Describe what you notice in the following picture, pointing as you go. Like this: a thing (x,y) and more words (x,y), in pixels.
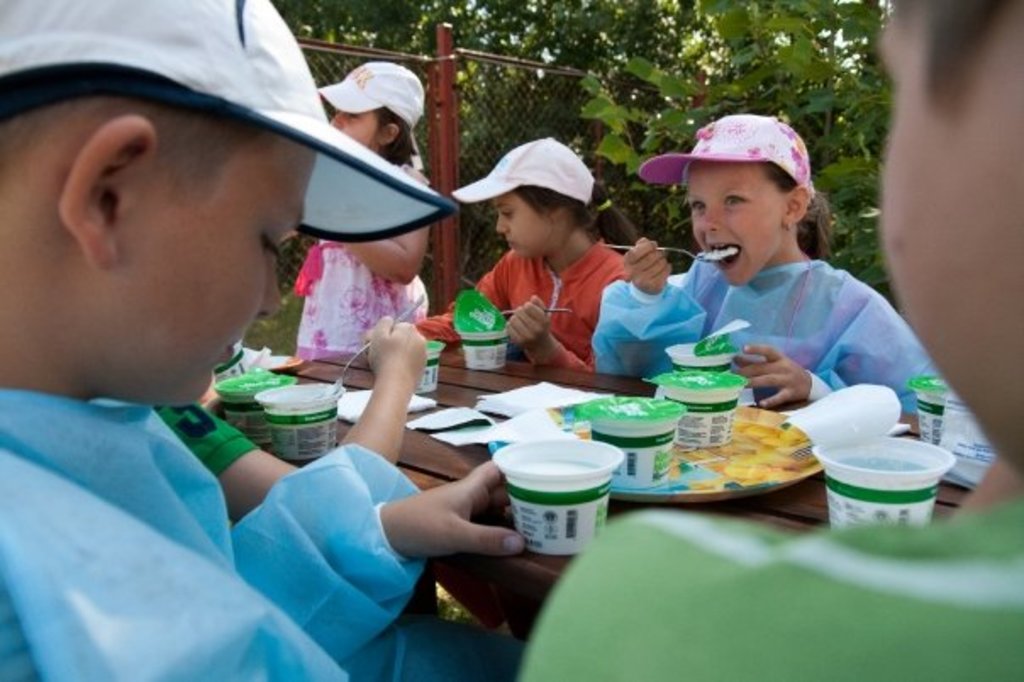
people (600,351) are sitting. the person (376,613) at the left (184,517) is eating. on the table (821,483) there are cups (847,475). behind them there are trees (592,47) and fencing (500,93).
